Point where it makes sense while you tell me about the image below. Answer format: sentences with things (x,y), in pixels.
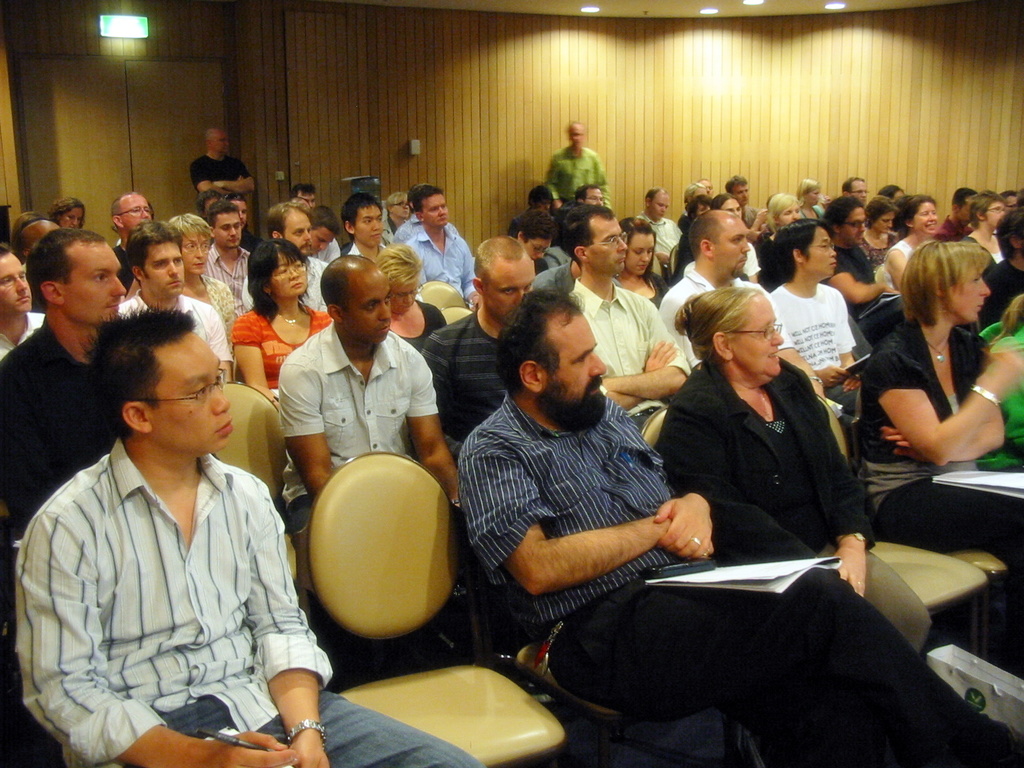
In this image I can see group of people (595,599) sitting on the chairs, in front (615,584) the person (586,540) is wearing blue shirt (535,461), black pant (776,651) and I can see few papers (798,563) on the person (865,614). Background (579,161) I can see two persons (596,159) standing, few lights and I can see a wooden wall (345,153).
